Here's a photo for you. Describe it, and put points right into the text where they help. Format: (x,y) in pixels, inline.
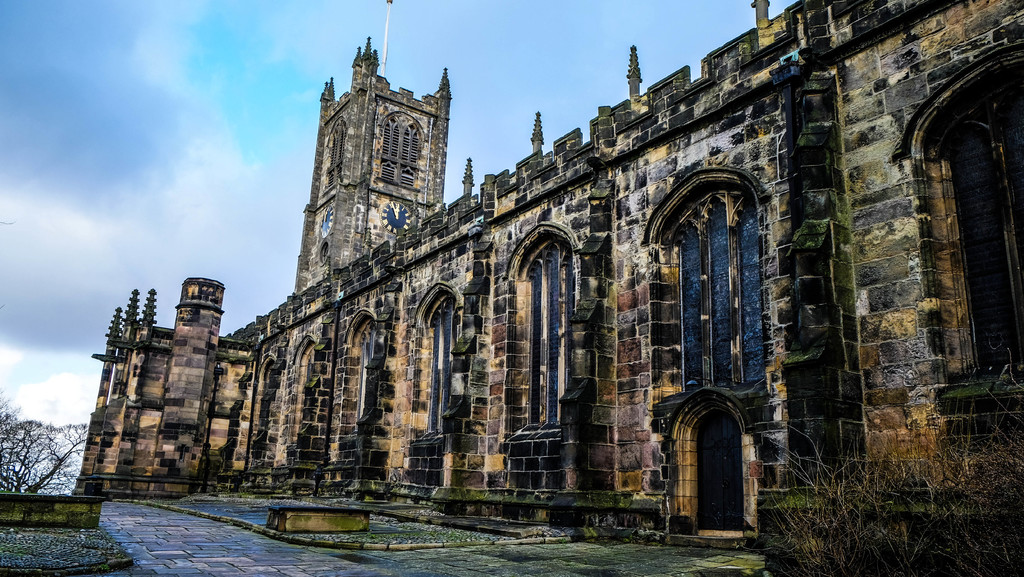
In this image there is a building (144,363), plants (10,430), cloudy sky (64,422), clocks (333,217), pole (390,1) and objects (314,523).
